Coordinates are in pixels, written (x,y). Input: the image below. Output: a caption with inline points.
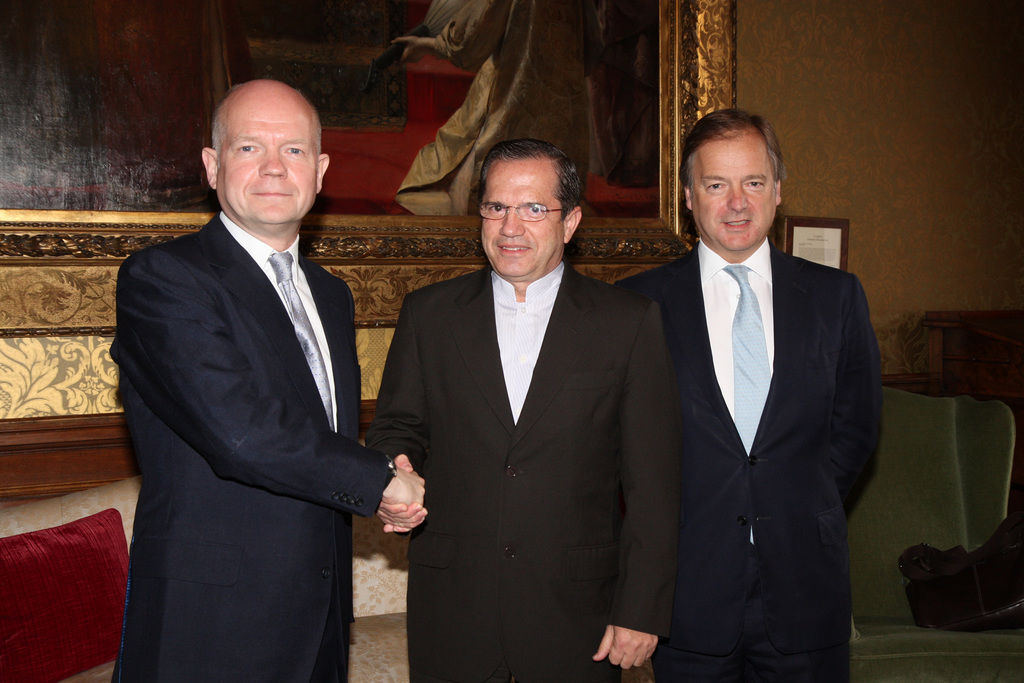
This picture shows few men (517,236) standing and a man (506,225) wore spectacles (491,220) on his face (562,221) and we see a photo frame (522,67) on the wall (750,61) and sofa (364,682) with a cushion (92,610) on it and we see a chair (901,550) on the side.
